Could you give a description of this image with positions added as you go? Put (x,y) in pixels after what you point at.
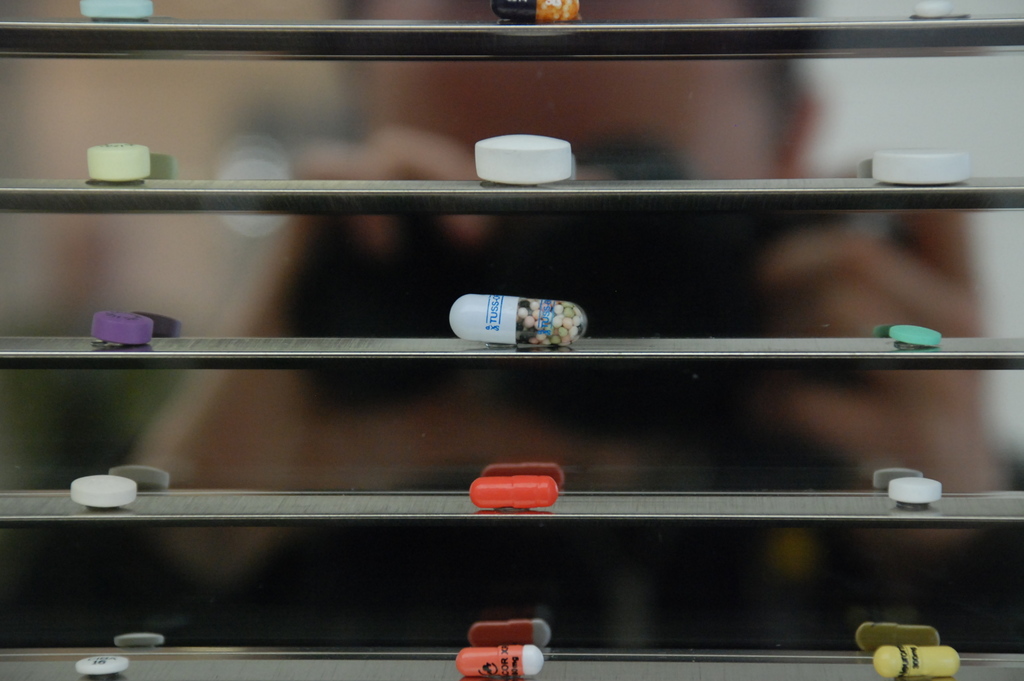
In this image the background (212,457) is a little blurred and there is a person (592,590). In the middle of the image (557,301) there are a few capsules (506,303) and tablets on the shelves (302,352).
